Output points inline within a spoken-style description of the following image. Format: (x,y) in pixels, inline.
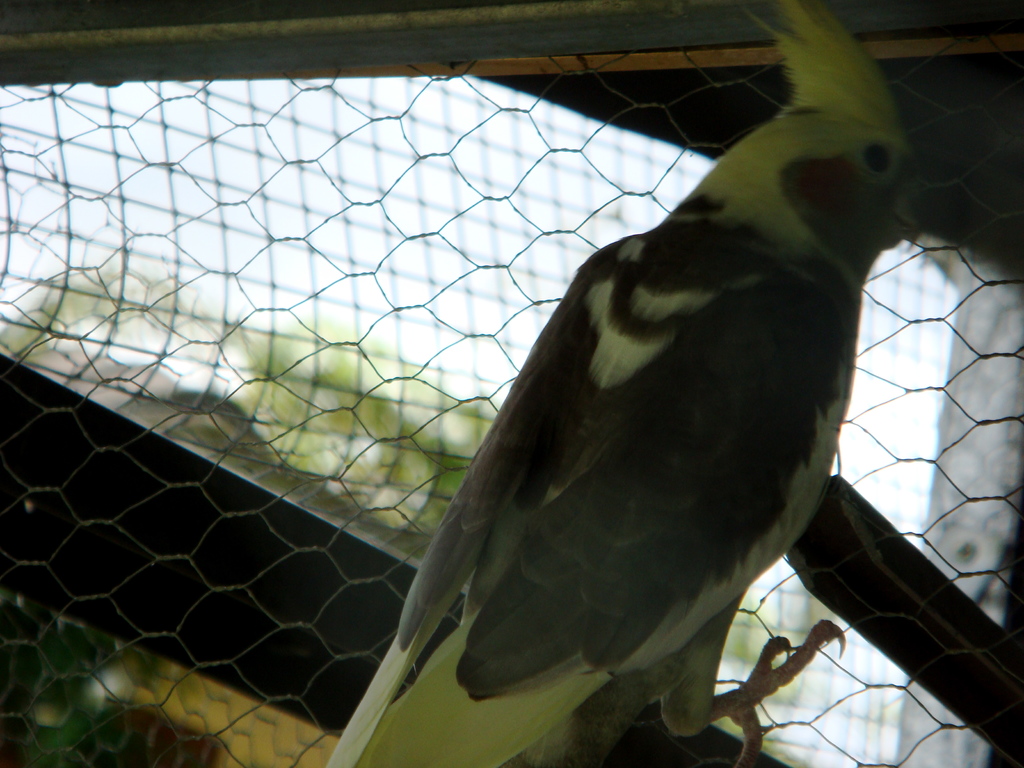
In this image I can see the bird (623,450) which is in black and green color. It is on the net (177,488). In the back (474,173) I can see the trees (297,432) and the sky (440,174).
